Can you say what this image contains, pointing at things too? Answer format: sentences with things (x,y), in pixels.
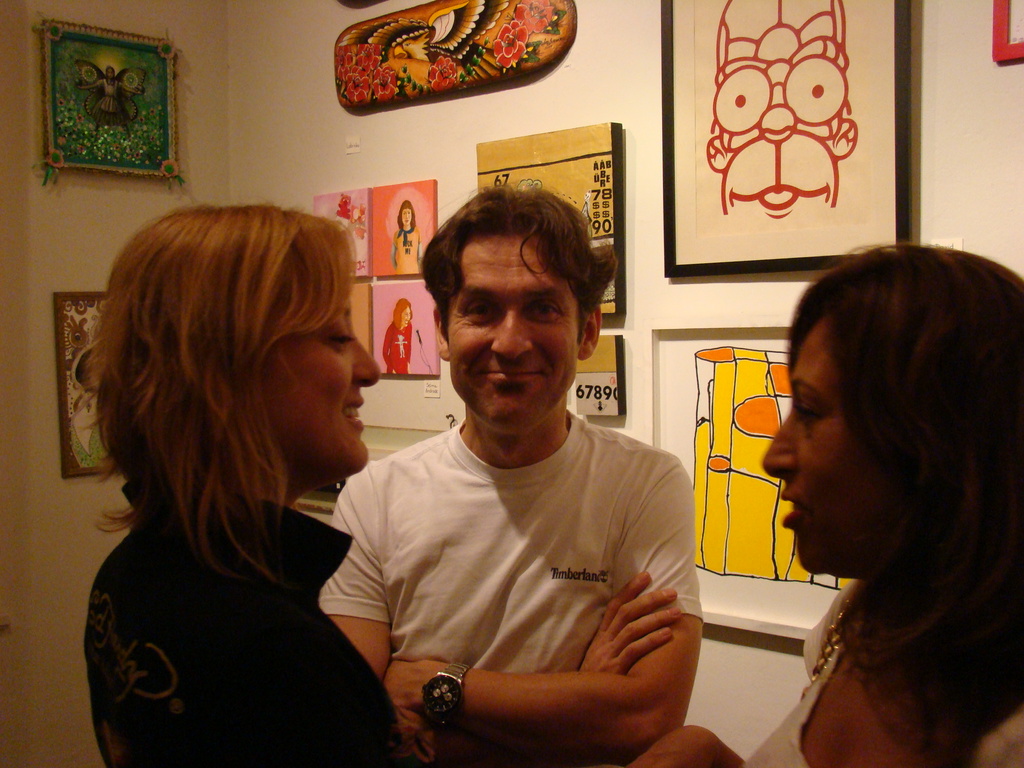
In this image I can see in the middle (577,451) a man (545,539) is smiling, he is wearing a white color t-shirt (522,574). Two girls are talking on either side, at the back side (429,375) there are pictures (386,260) and drawings (394,273) on the wall (457,139).
